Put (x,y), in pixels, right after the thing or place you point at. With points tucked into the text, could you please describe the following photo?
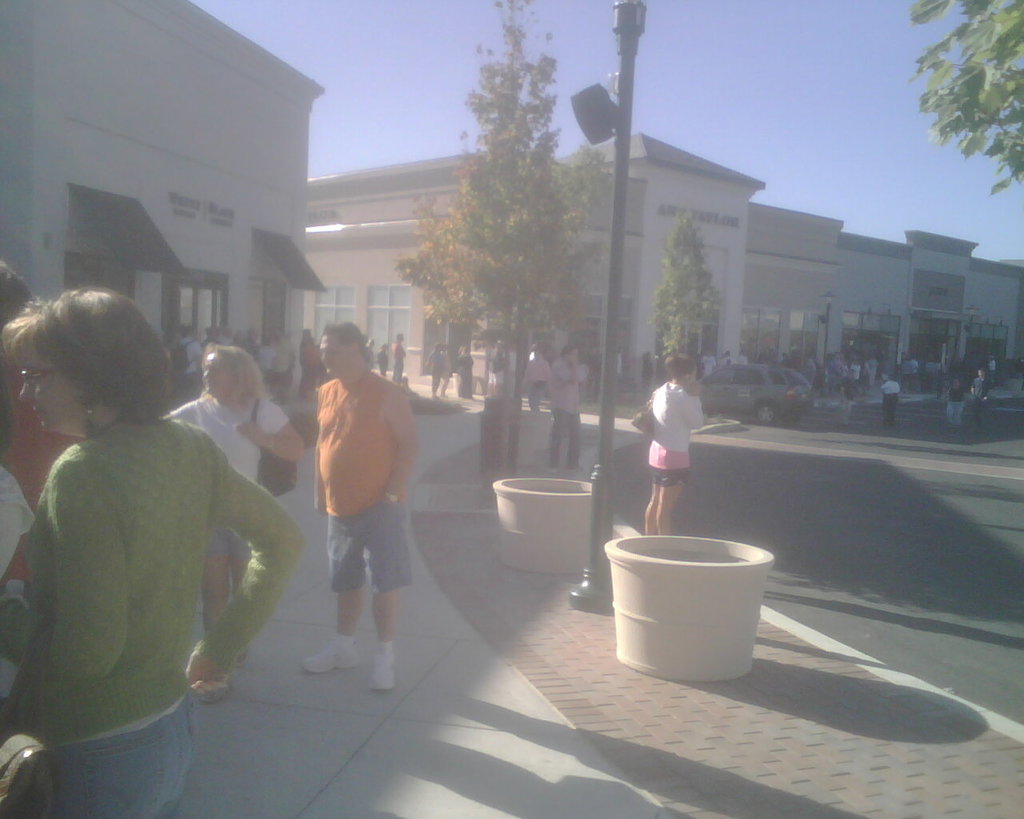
This picture might be taken from the outside of the buildings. In this image, on the left side (37,523), we can see a group of people (218,414). In the left corner (24,768), we can also see an object (12,775). In the middle of the image (544,506), we can also see two pots (674,549) and a black color pole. In the middle of the image (670,363), we can also see a woman (685,456) standing. On the right side (986,148) top, we can also see a tree (920,12). In the background (679,253), we can see some trees (515,383), group of people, vehicles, building (741,290), lights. At the top (813,20), we can see a sky (920,145), at the bottom (1002,577), we can see a road (965,609) and a footpath (529,652).
